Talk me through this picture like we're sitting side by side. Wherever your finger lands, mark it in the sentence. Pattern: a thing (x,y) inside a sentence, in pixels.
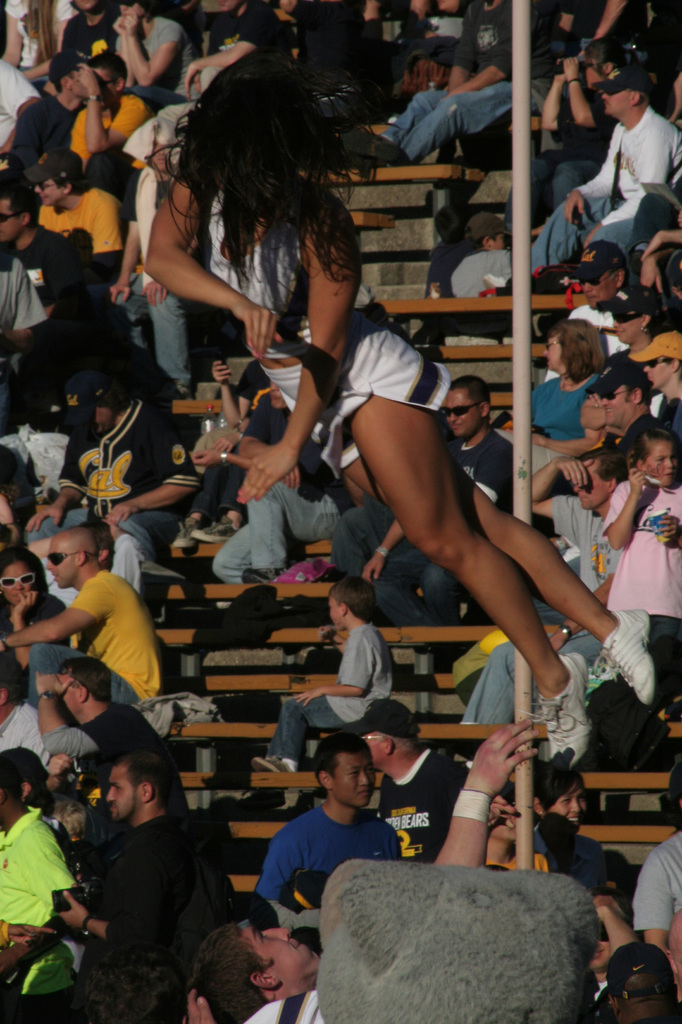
In this image, a woman (427,499) in the air. At the bottom (435,813) and background (67,563) we can see a group of people (8,596). Few people (347,521) are sitting on the stairs (641,771). On the right side of the image (512,398), there is a pole (530,152) we can see.
